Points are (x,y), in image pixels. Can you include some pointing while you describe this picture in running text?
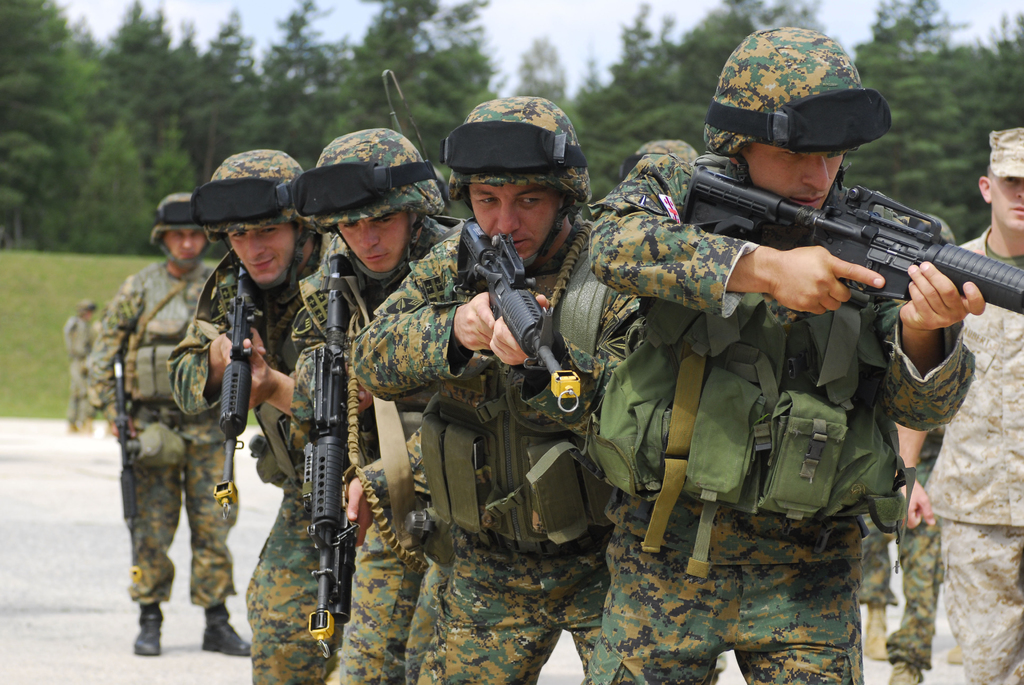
In this image we can see men (277,556) standing on the floor (111,556) and holding weapons (501,276) in their hands (264,347). In the background (234,148) we can see ground (58,327), trees (280,60) and sky (504,57).
